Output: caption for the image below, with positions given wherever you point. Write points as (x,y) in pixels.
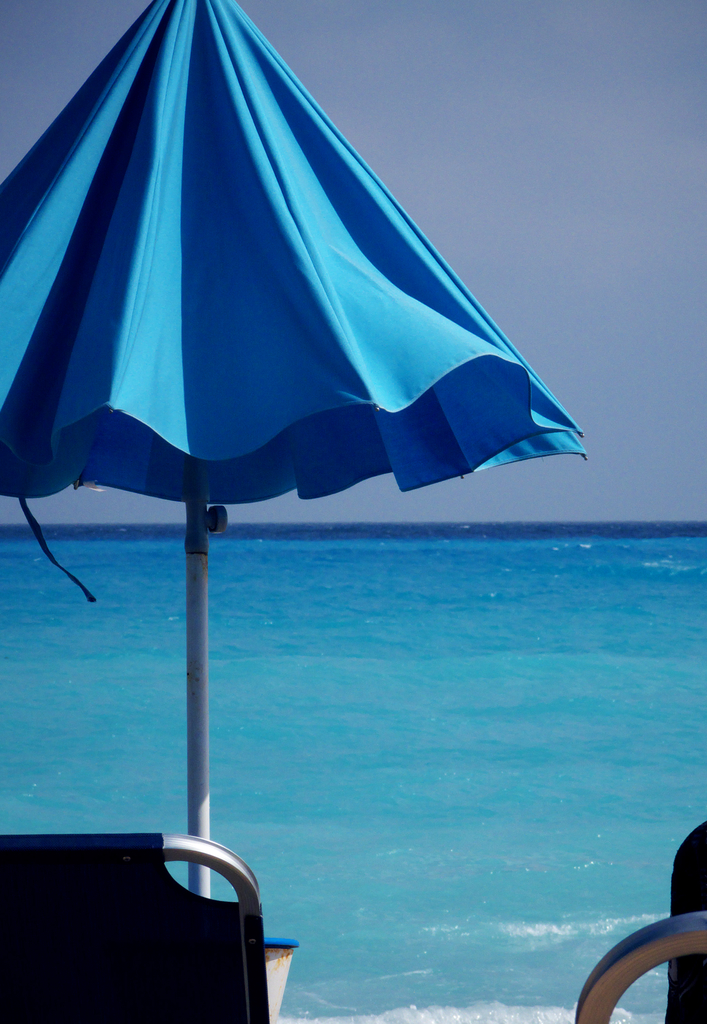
In this picture we can see the sea (309,767), beside chairs (176,923) and umbrella (102,344) is arranged.
